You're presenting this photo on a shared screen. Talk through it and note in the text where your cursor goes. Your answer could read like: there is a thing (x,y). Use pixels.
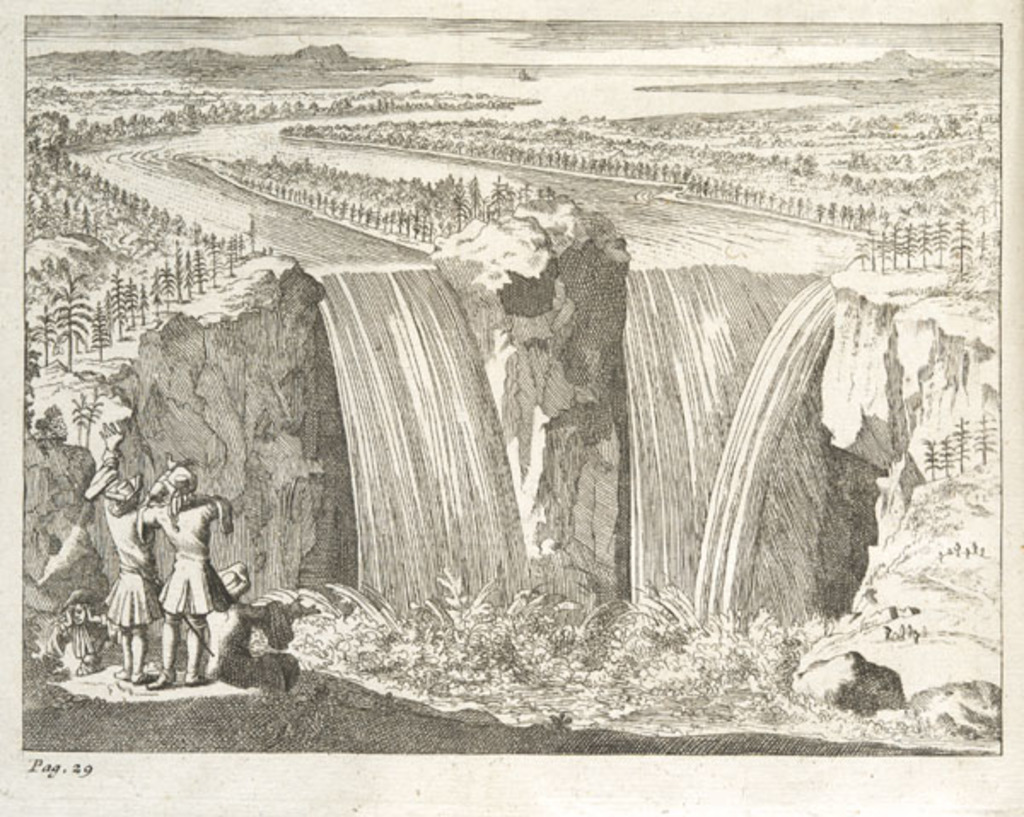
In this image we can see drawings (174,687) on a paper (173,688) where few persons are on a platform (165,690) and there are plants (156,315) and grass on the ground (757,746) and in the background (445,347) we can see water fall (349,349), trees (455,143), few persons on the right side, water (573,89) and sky (713,41).
